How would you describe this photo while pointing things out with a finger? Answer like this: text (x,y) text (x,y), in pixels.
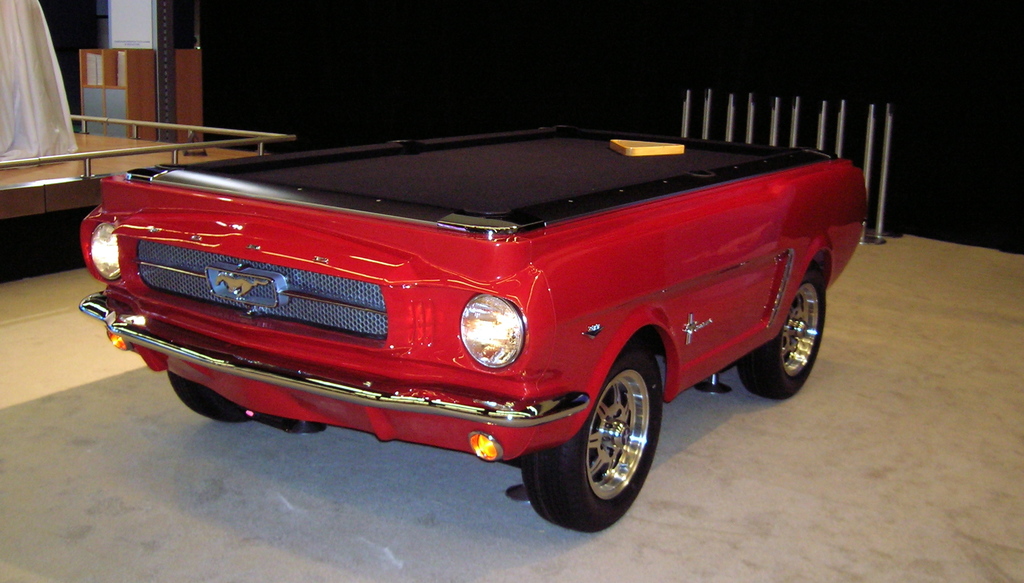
Here we can see an object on a board (445,195) on the vehicle (115,178) on the floor (626,553). In the background (43,184) there are stands (748,136), cupboard (113,87), pole (160,125), stage (31,179) and a cloth (31,90).
